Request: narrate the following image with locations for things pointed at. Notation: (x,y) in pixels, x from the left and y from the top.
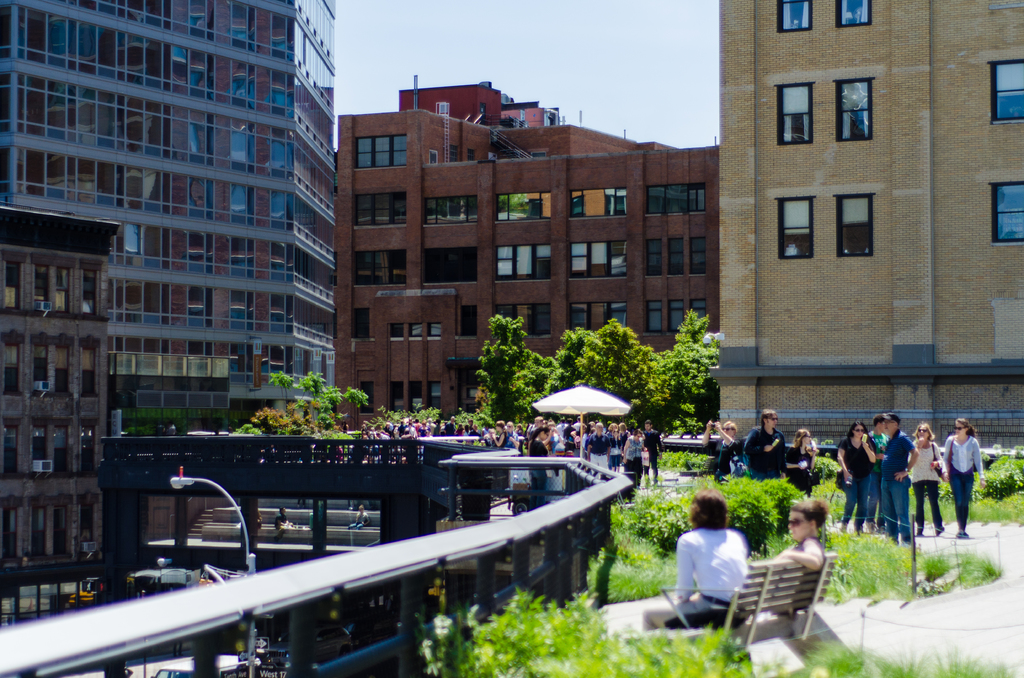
In this image at the bottom (711,569) there is a man (710,613), he wears a shirt (717,555), trouser (722,607) and there is a woman (809,529), they are sitting on the bench (779,594). At the bottom (704,653) there are plants (736,652), grass (842,556), people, umbrella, trees (508,413), street lights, staircase (297,535). At the top (294,220) there are buildings (643,243), windows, sky (571,92).
